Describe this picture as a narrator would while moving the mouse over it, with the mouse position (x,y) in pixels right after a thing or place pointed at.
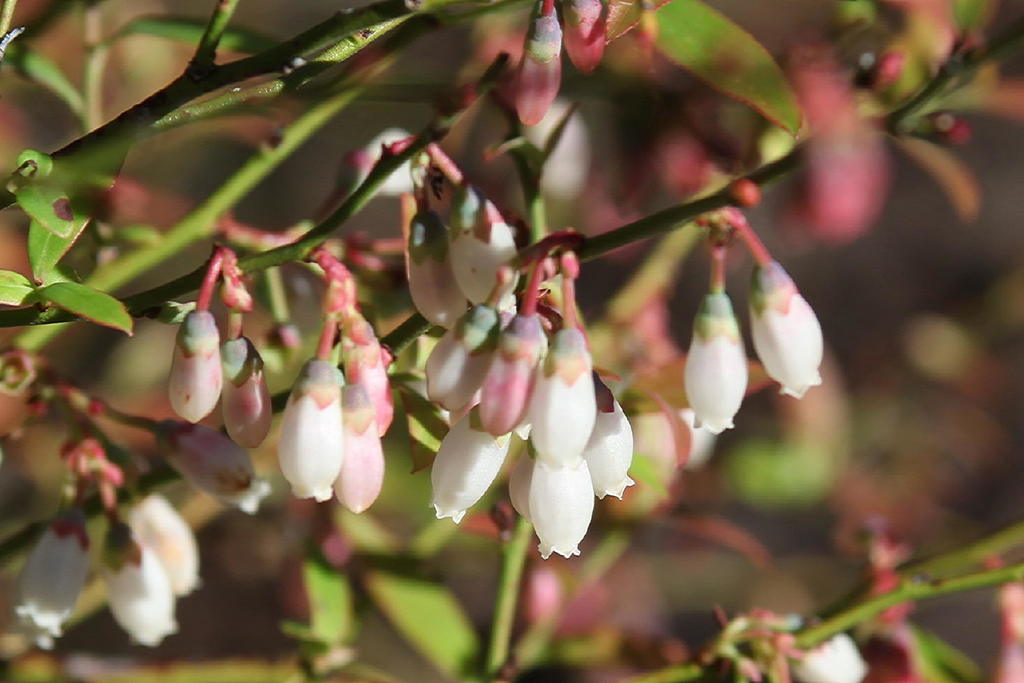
In this picture we can observe some flower buds (582,404) to the plants (317,273). We can observe some leaves (47,217). In the background (466,602) it is completely blur.
